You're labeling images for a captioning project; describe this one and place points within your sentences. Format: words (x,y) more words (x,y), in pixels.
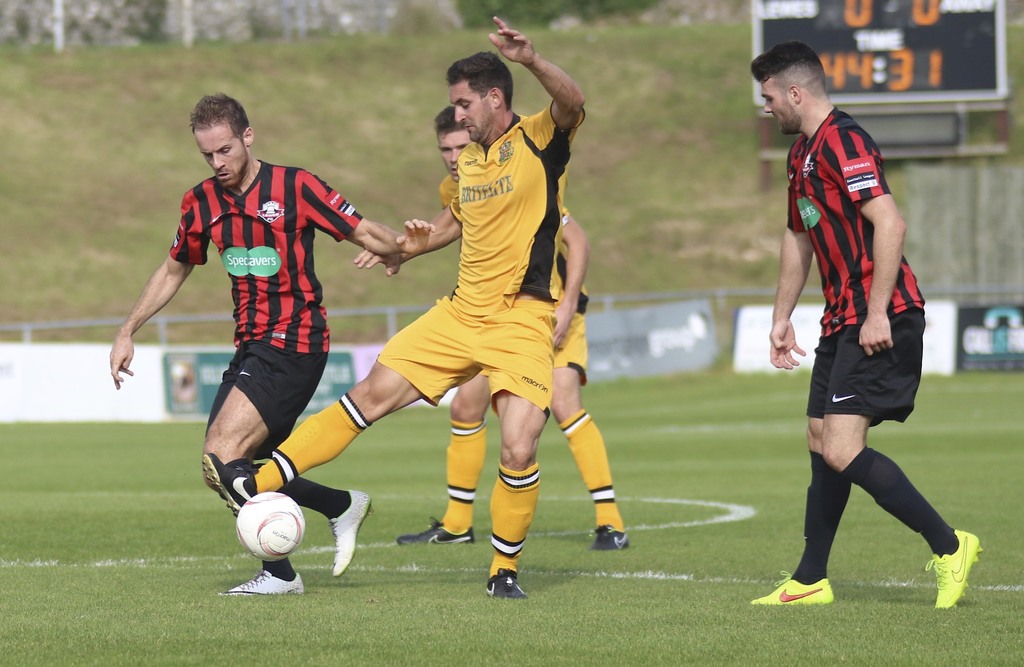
The picture consists of players (894,296) who are playing the foot ball (284,509) on the ground (77,595). There are four players (530,326) of two different teams (534,340). At the background (356,118) there is a grass (407,61) and a scoreboard (793,37).
